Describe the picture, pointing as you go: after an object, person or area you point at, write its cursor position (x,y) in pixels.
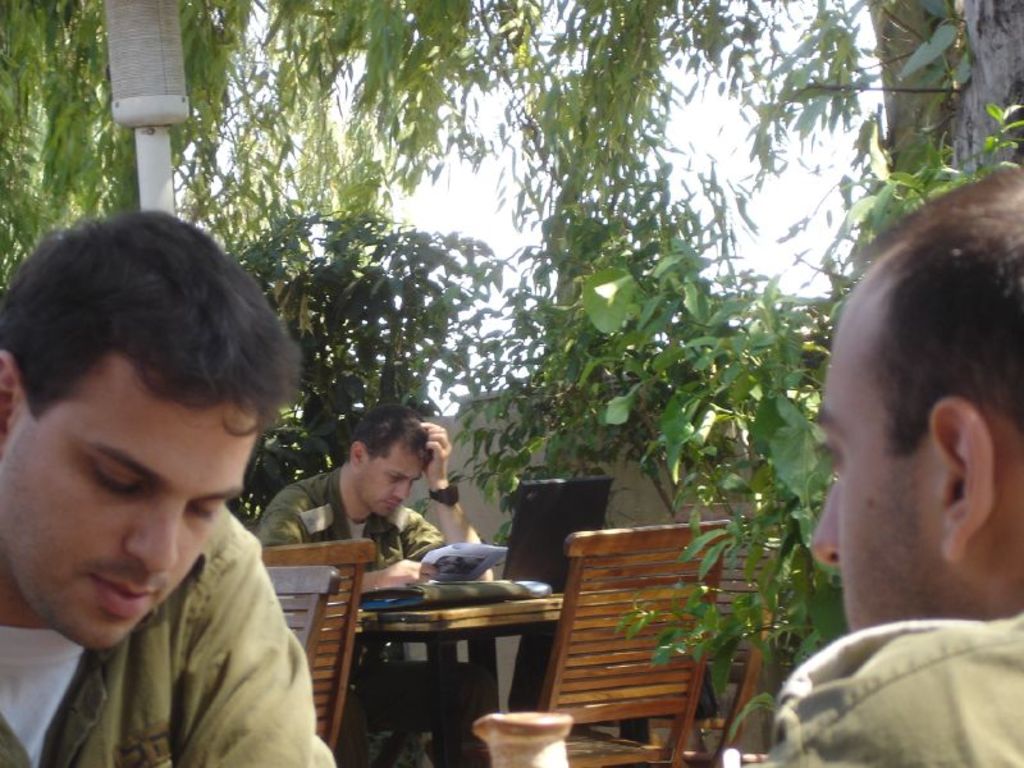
Here we can see two persons (821,737). On the background (381,569) there is a man (405,580) sitting on chair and we can see laptop (531,496), paper (480,549) and objects (500,589) on table (527,600) and we can see chairs (317,558), trees (72,120) and sky (405,206).
